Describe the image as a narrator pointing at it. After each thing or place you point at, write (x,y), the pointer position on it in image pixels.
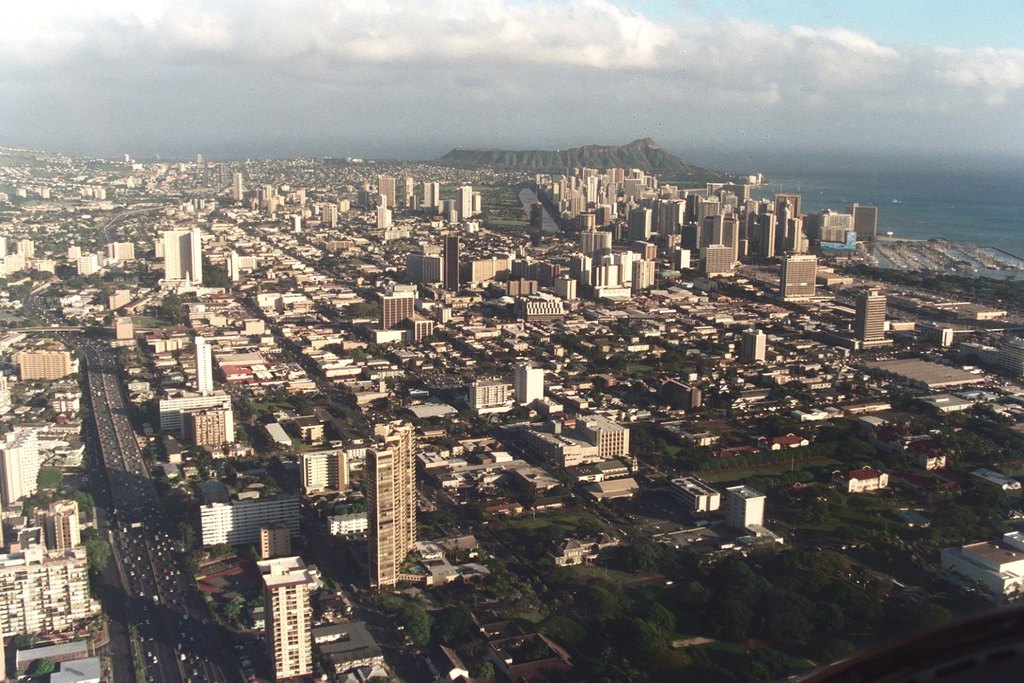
This image is an aerial view and we can see many buildings (930,463), trees (778,556), roads (140,523), hill (567,166) and at the top (437,96) there is sky (520,104).
